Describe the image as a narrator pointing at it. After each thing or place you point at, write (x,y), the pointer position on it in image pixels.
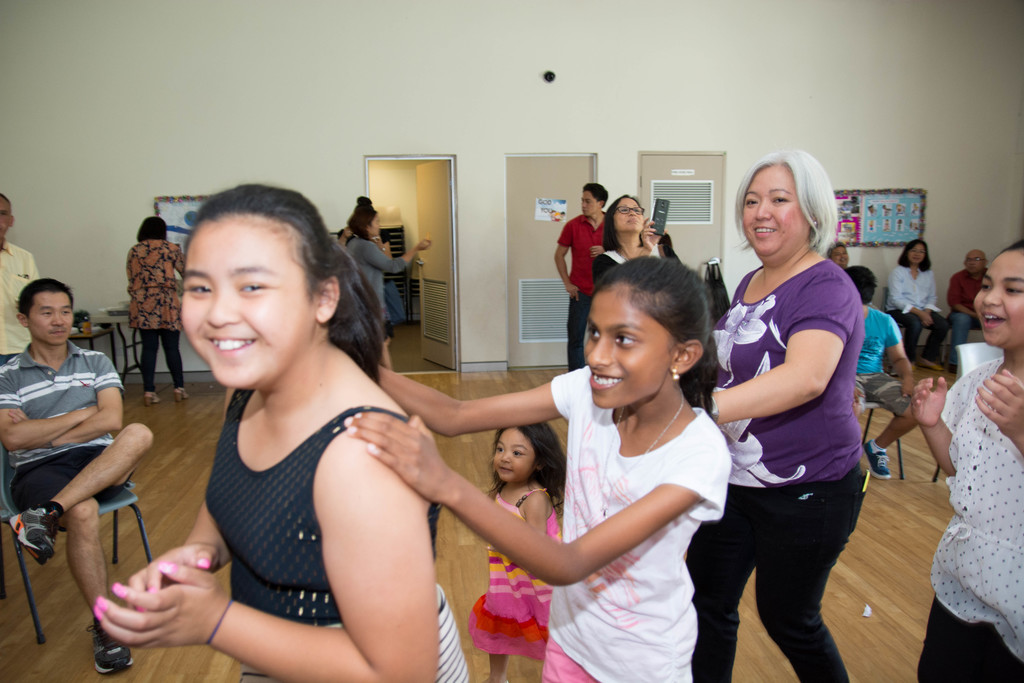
In this image in the foreground (692,370) there are some children (917,402) and some people (847,284), and in the background (65,370) there are some people (103,366) sitting and some of them are standing. And also there are some boards (182,201), tables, chairs (396,231), doors (435,214), and some posters (856,198). At the bottom (870,633) there is floor (134,410), and in the background (558,53) there is wall (838,52) and some objects (397,246).
